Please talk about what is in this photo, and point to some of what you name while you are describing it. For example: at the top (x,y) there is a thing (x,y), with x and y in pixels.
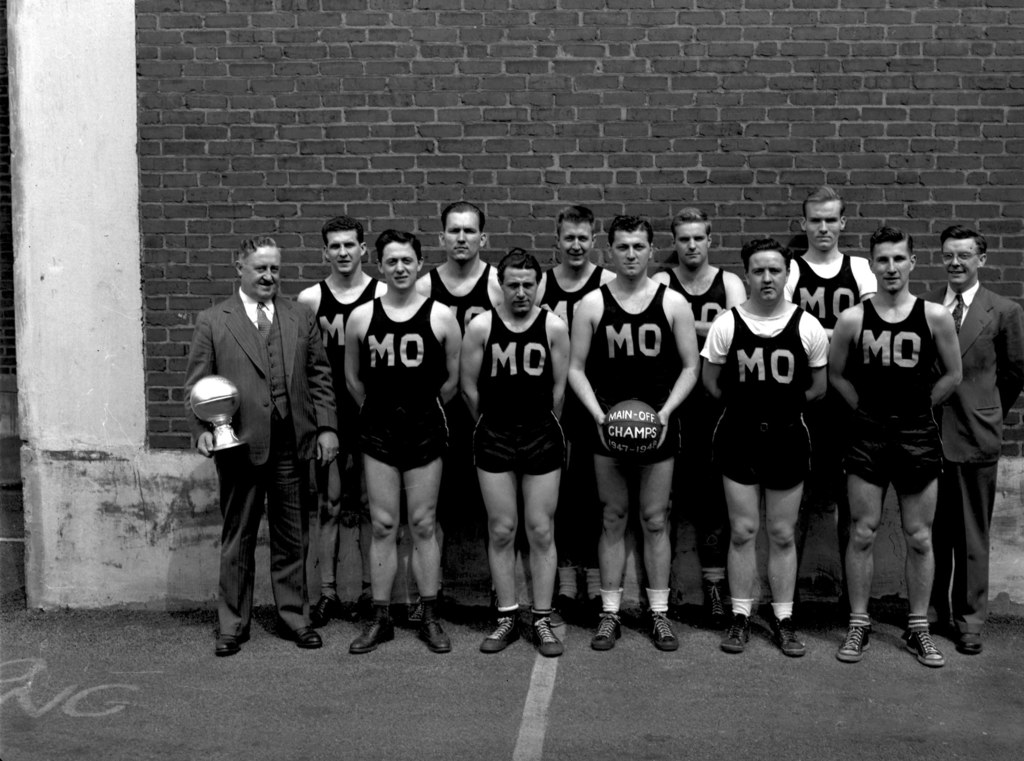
In this image I can see there are few persons (671,455) wearing a black color shirts (738,405) standing on the floor (460,722), on the left side (247,401) a person (234,355) holding an object (200,382), in the middle (591,412) a person (627,360) holding a ball (633,423) and at the top (684,110) I can see the wall (213,201).
